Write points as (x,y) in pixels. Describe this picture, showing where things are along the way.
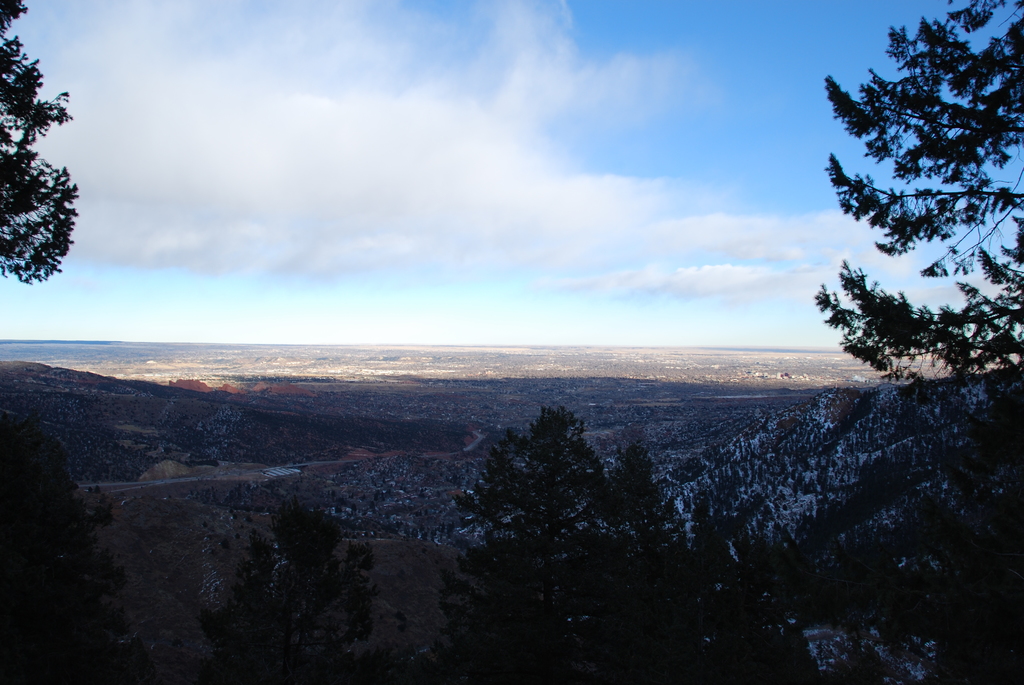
In this picture we can see trees (713,592) in the front (24,149), there is the sky (939,303) at the top of the picture (499,149).
